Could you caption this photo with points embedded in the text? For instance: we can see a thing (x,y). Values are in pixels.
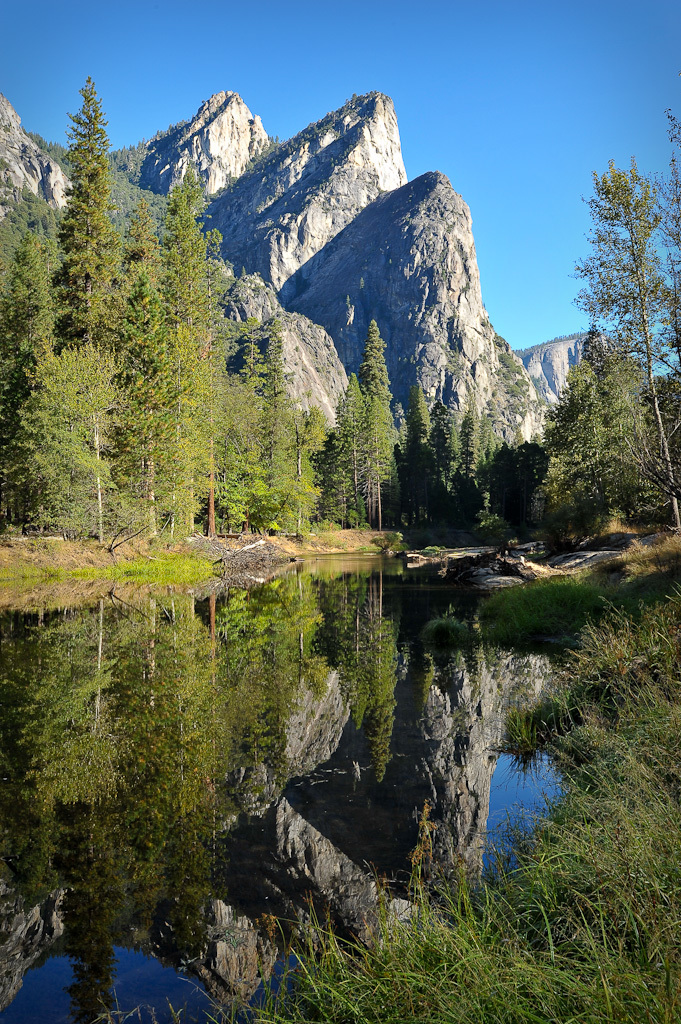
In this image we can see water (377,794), grass (594,855), trees (492,458), mountains (401,244) and the sky (495,184) in the background (546,147).
